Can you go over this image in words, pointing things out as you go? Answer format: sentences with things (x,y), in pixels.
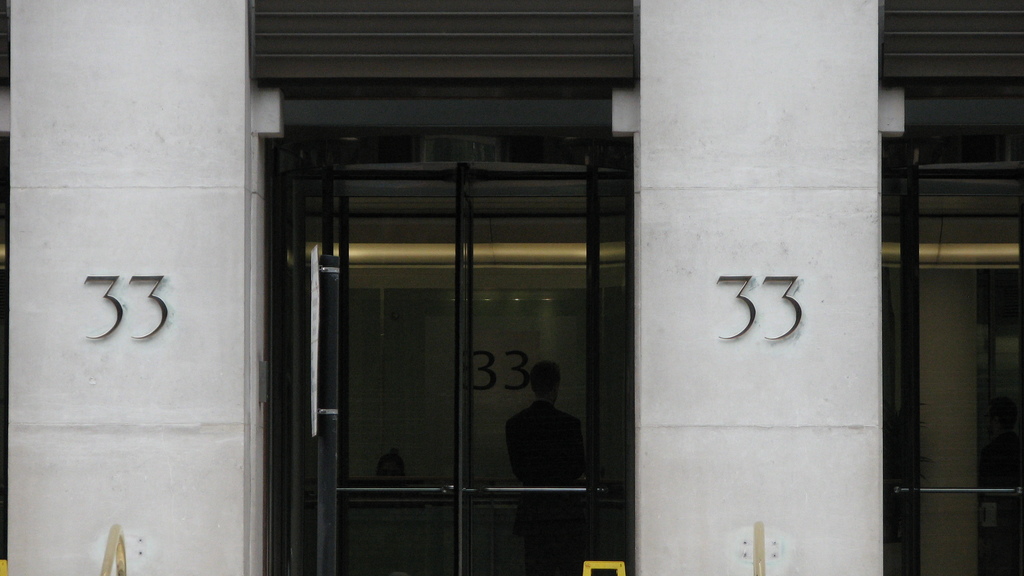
This image looks like a building (535,349), there are glass doors (894,192) and on the wall (720,259) we can see the numbers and handrails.
